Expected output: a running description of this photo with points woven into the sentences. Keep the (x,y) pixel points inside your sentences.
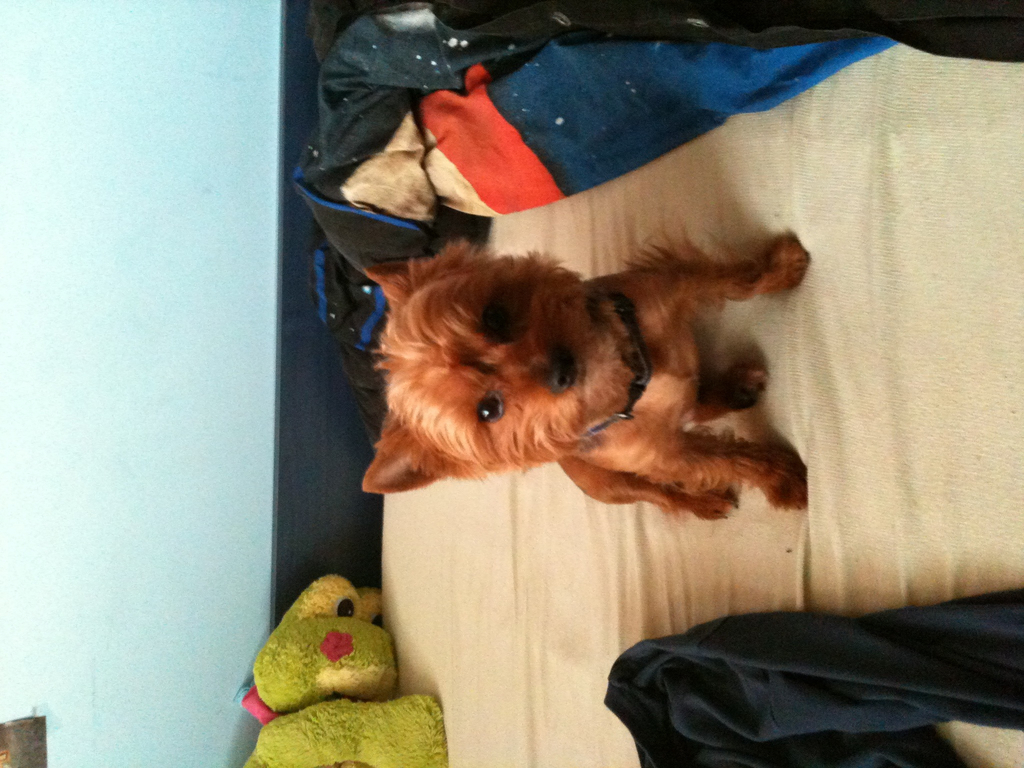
This image is in left direction. Here I can see a dog (438,433), toys (344,684) and few clothes (456,103) are placed on a bed (592,599). The dog (511,405) is looking at the picture. On the left side (125,389) there is a wall (103,434).
